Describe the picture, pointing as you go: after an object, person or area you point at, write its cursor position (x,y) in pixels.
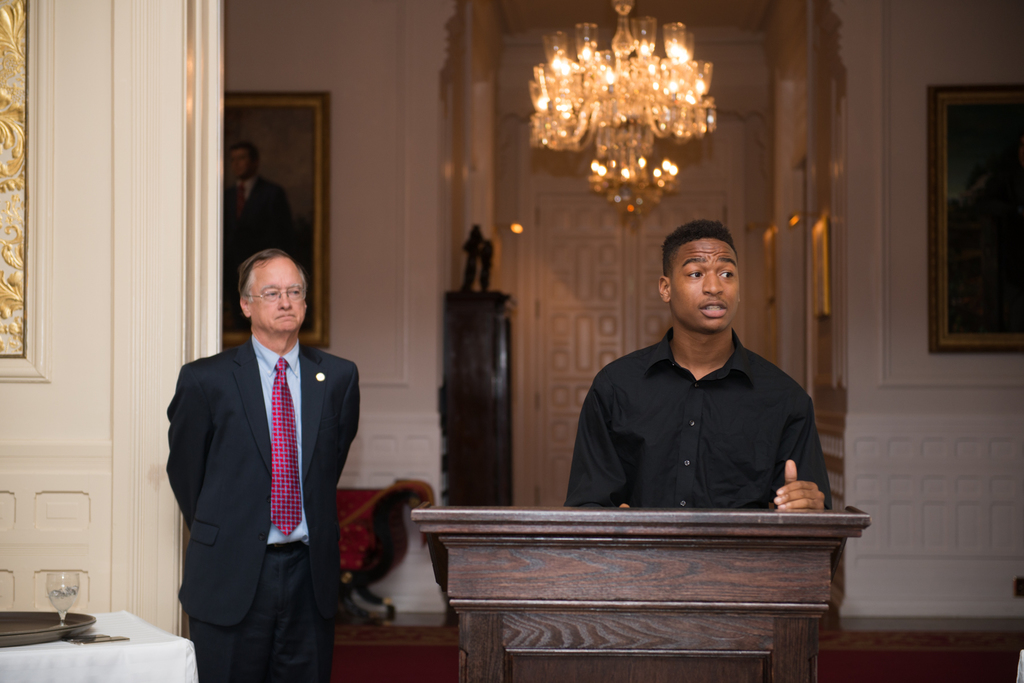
In this picture there is a person (621,462) in black shirt (621,462) standing in front of the desk (515,514) and behind them there is a man (300,469) in black suit (314,463) and behind them there is a lamp (609,154) and two frames (1020,234) to the wall (391,184).
